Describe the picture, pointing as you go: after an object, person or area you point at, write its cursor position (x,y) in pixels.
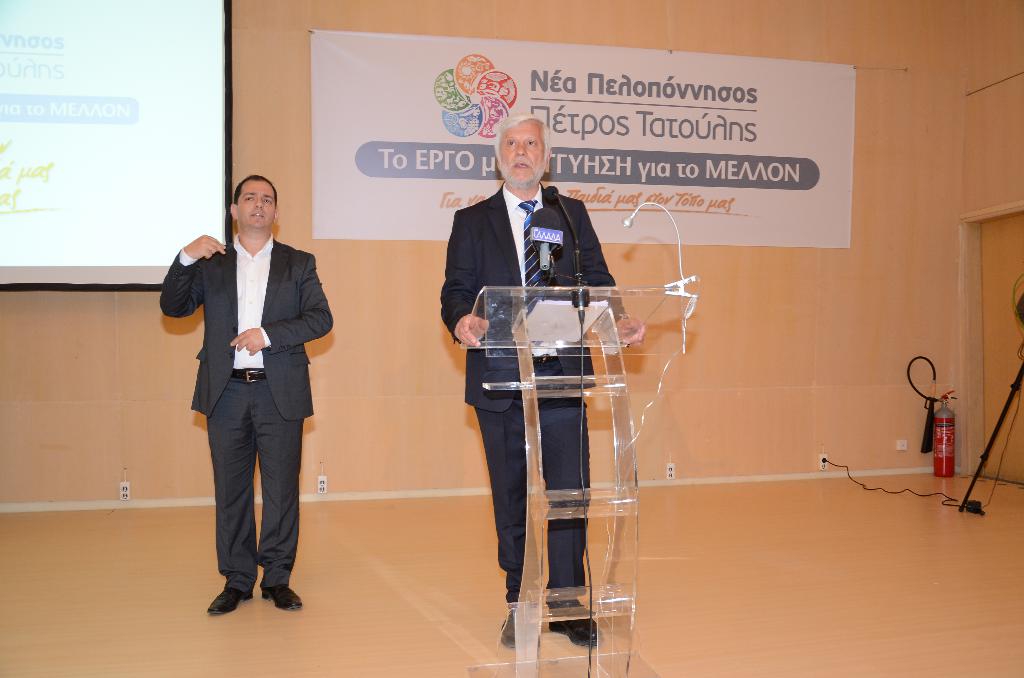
In this image, in the middle (597,262) there is a man (565,248), he wears a suit (476,234), shirt (521,241), tie (527,212), trouser (561,473), shoes (564,630), in front of him there is a podium (602,298), mic (543,244). On the left (269,411) there is a man (268,296), he wears a suit (277,299), shirt (246,291), trouser (261,532), shoes (232,604). In the background (183,120) there is a projector screen (230,186), poster (406,109), fire extinguisher (944,434), cables (1017,412), door (996,383) and a wall (788,412).
